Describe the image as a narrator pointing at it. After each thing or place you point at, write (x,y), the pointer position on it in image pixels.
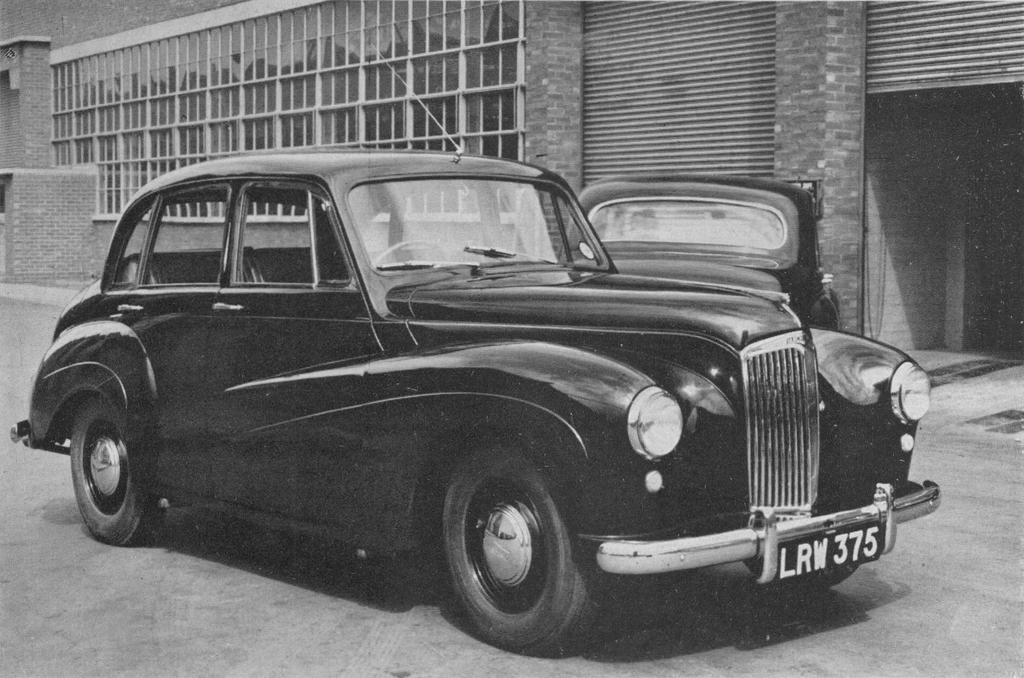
Here in this picture we can see two black colored cars (535,288) present on the ground (18,320) over there and beside that we can see shutters (751,90) present over there and we can also see building (261,133) present over there.
